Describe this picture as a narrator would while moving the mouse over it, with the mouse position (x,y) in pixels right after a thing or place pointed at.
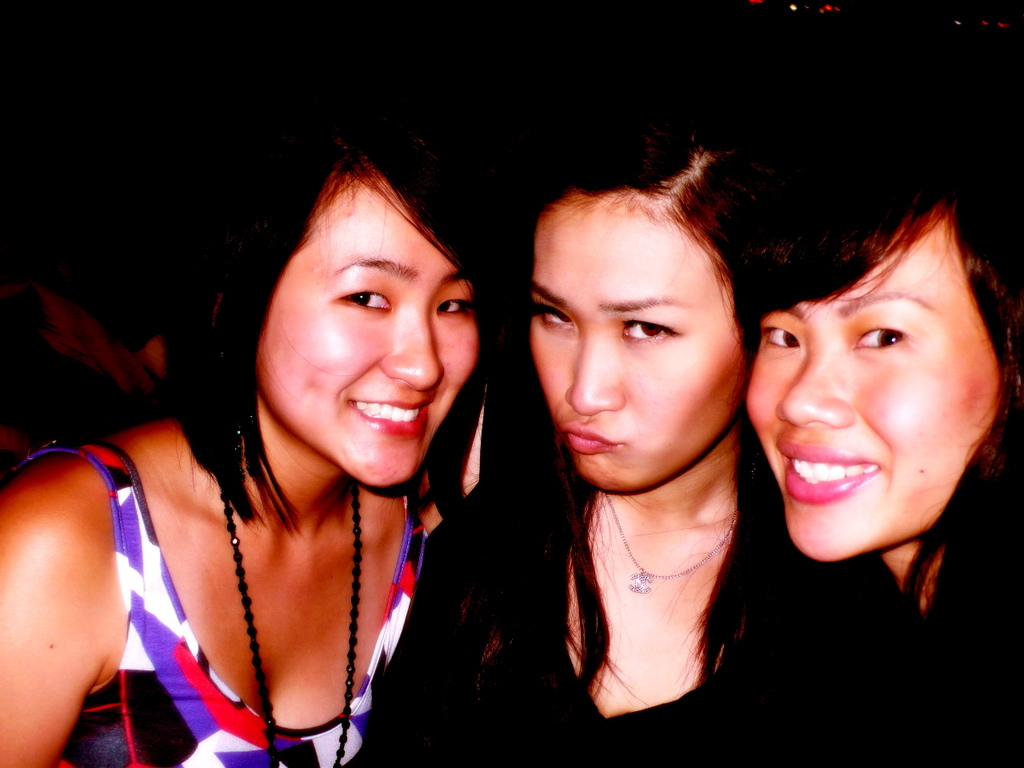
This image consists of three women (508,562). The background (783,5) is too dark. On the right (761,625), the two women (761,625) are wearing black dresses (771,738).
